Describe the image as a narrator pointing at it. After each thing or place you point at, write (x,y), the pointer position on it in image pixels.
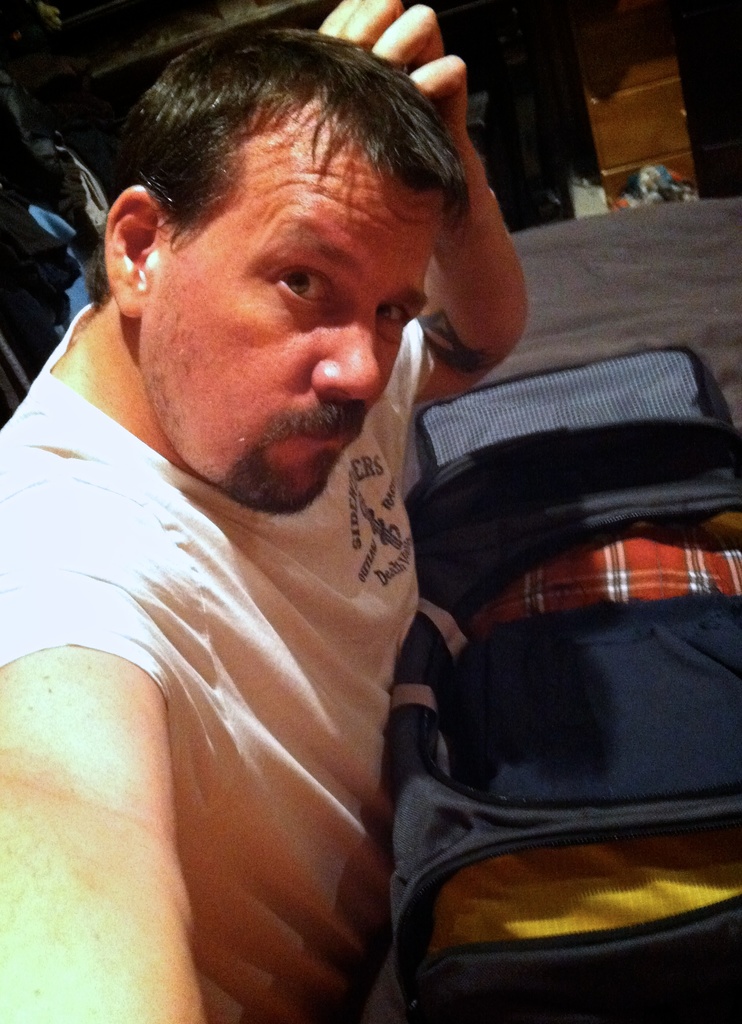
In this image we can see a person (222,567), in front of the person (272,727) there is a bed (684,332). On the bed (568,353) there is a luggage bag (556,442). In the background (628,148) there are some objects (115,147).
